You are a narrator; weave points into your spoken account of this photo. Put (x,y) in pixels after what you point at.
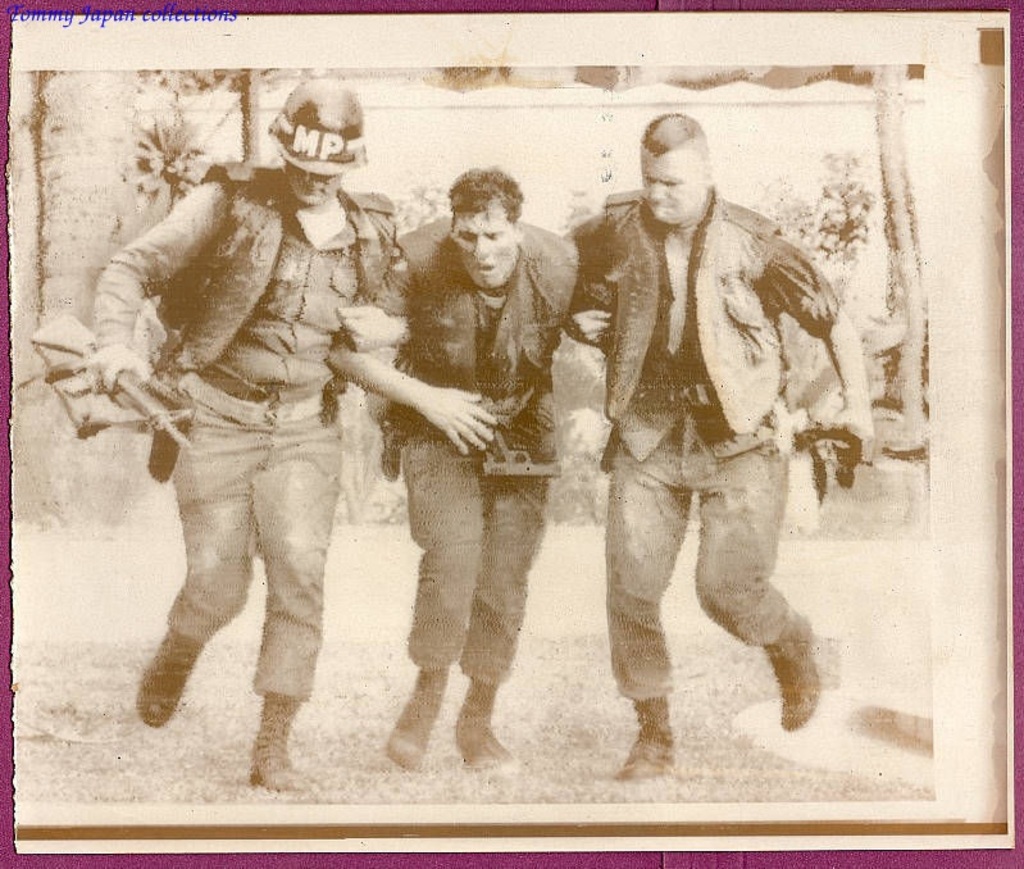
This image is taken on a photograph. In this image three men (581,281) are running on the ground (398,716) and they are holding guns (813,446) in their hands (445,426). At the bottom of the image (118,724) there is a ground (716,711) with grass (741,659) on it. In the background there are a few trees (891,185) and plants (793,235).
